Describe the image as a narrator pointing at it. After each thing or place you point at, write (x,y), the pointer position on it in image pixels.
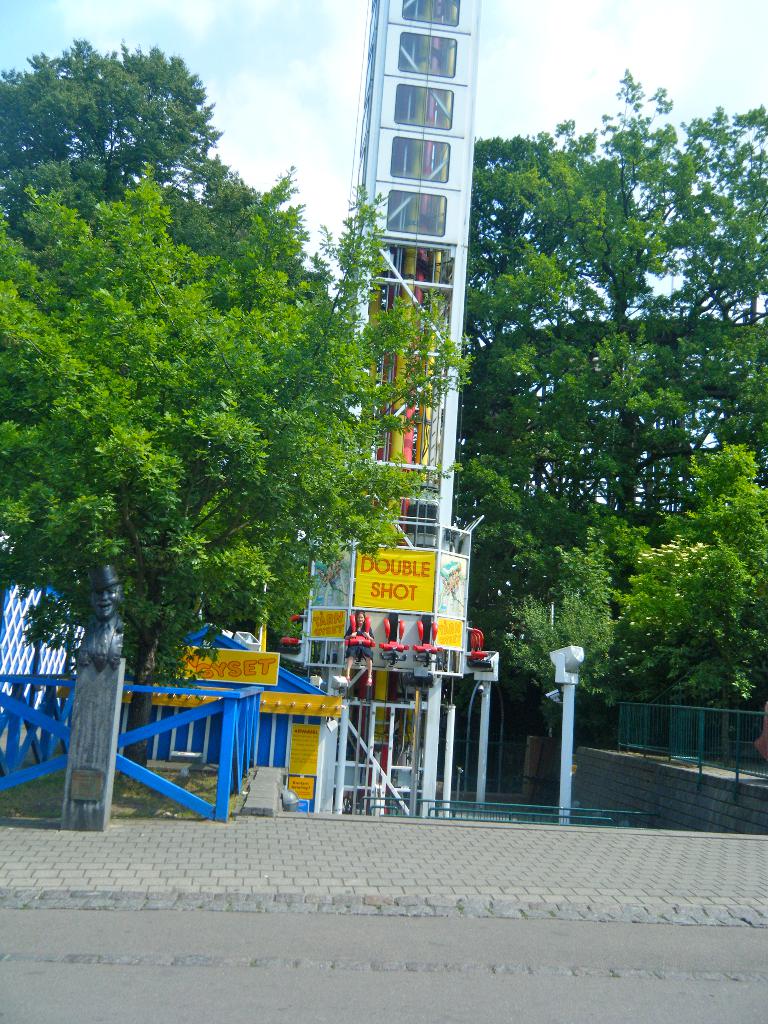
There is a road (435,944) with sidewalk (235,848). On the left side (89,709) there is a statue (92,632) on a stand (116,740). There are poles (447,756), railing (644,747) and a wall (592,789). Also there is a pillar (402,531) with pipes (401,398). And there are trees (627,291). In the background (568,11) there is sky (314,70).
